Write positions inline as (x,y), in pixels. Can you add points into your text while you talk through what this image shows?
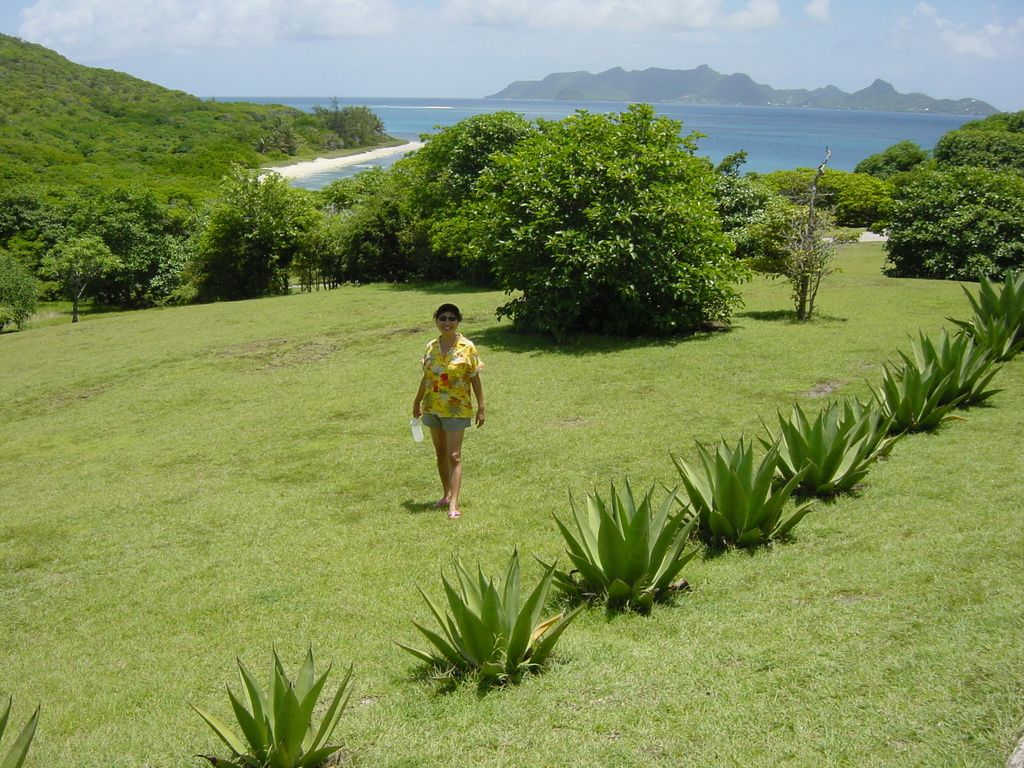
There is a person (452,457) standing on the ground (446,520). Here we can see plants (913,397), grass (859,664), trees (267,209), and water (754,150). In the background (560,94) we can see a mountain (696,82) and sky (682,38) with clouds (326,3).
